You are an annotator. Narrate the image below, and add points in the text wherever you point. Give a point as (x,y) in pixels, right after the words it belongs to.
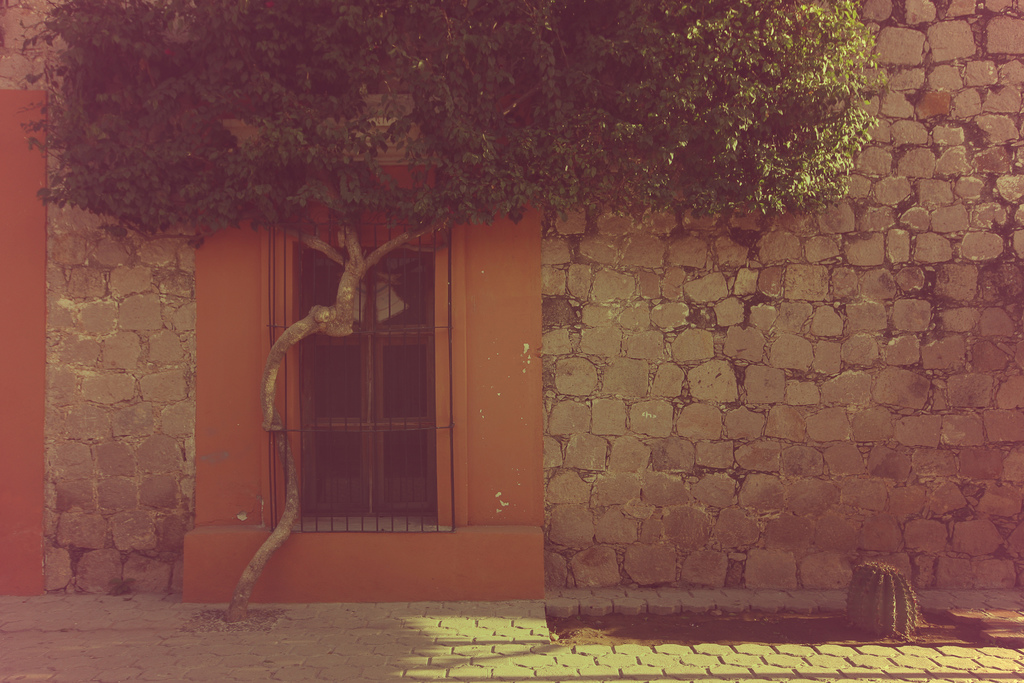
In this picture I can see there is a building (573,357) and it has a window (374,430) and there is a tree (222,193).
